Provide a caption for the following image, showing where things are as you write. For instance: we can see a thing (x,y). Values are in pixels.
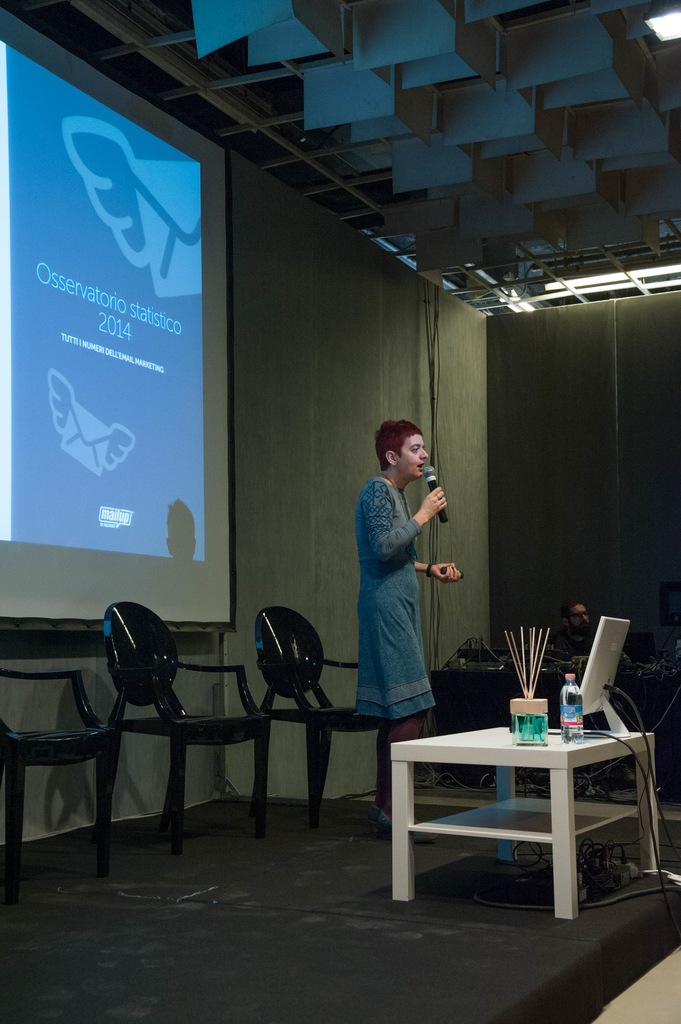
In this image I can see a person (361,574) wearing a blue dress (380,587) is Standing and holding a microphone (444,518), I can see a table (489,821) in front of her on which I can see few sticks (520,680), a water bottle (567,735) and a monitor (600,708). I can see few chairs (178,739) behind her and a screen (107,354). In the background (290,365) I can see the wall (323,392), the ceiling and the person (576,609) sitting behind a table (467,671).
